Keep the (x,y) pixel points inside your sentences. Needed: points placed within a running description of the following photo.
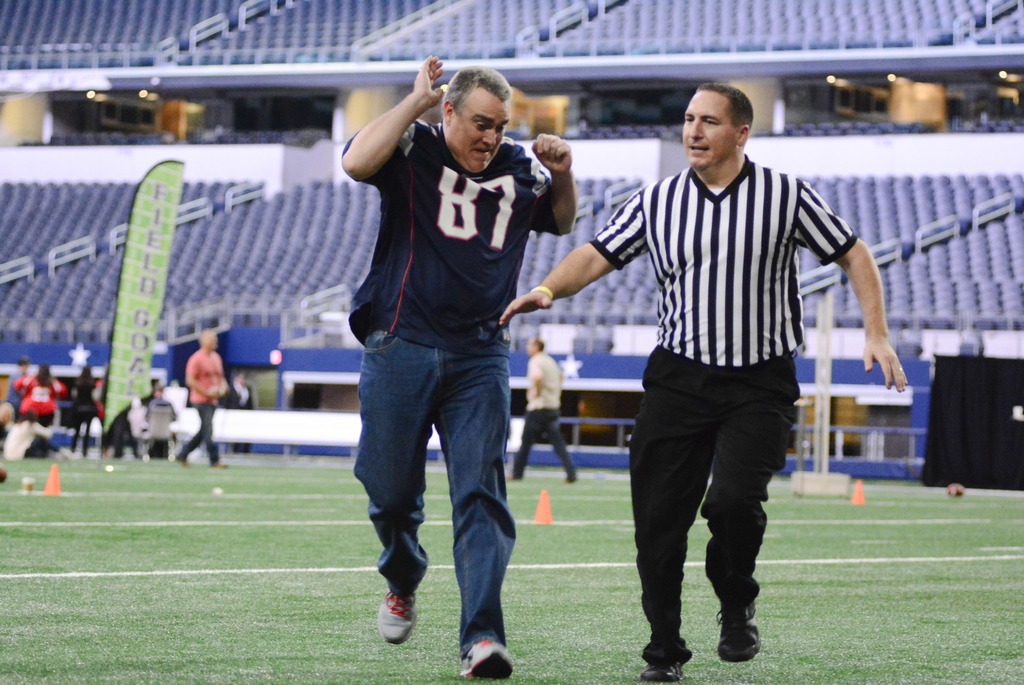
In this picture there is a man (415,251) who is wearing black t-shirt (415,327) and shoes (402,612). Beside him there is a referee (742,236). Both of them are running on the ground (686,613). On the left (202,366) I can see many people (244,404) who are standing on the ground (32,503). Beside them I can see the cones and banner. In the background (603,317) I can see the stadium (850,48), chairs (1004,220) and lights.
